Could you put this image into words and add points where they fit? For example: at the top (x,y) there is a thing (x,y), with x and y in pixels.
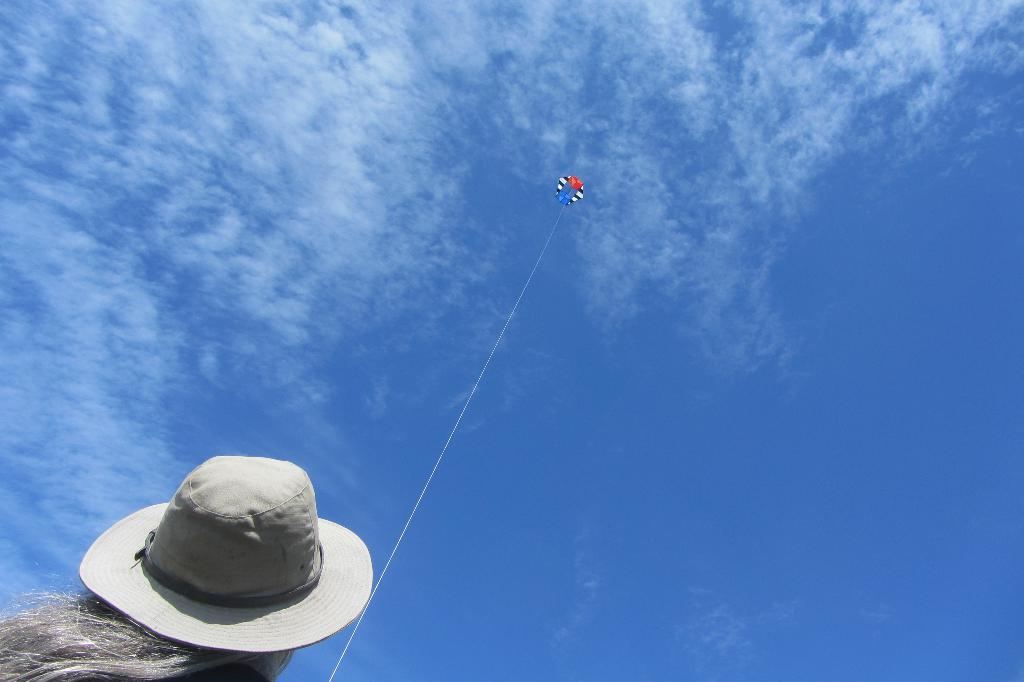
In this picture there is a girl (320,533) at the bottom side of the image (354,553), she is flying the kite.
